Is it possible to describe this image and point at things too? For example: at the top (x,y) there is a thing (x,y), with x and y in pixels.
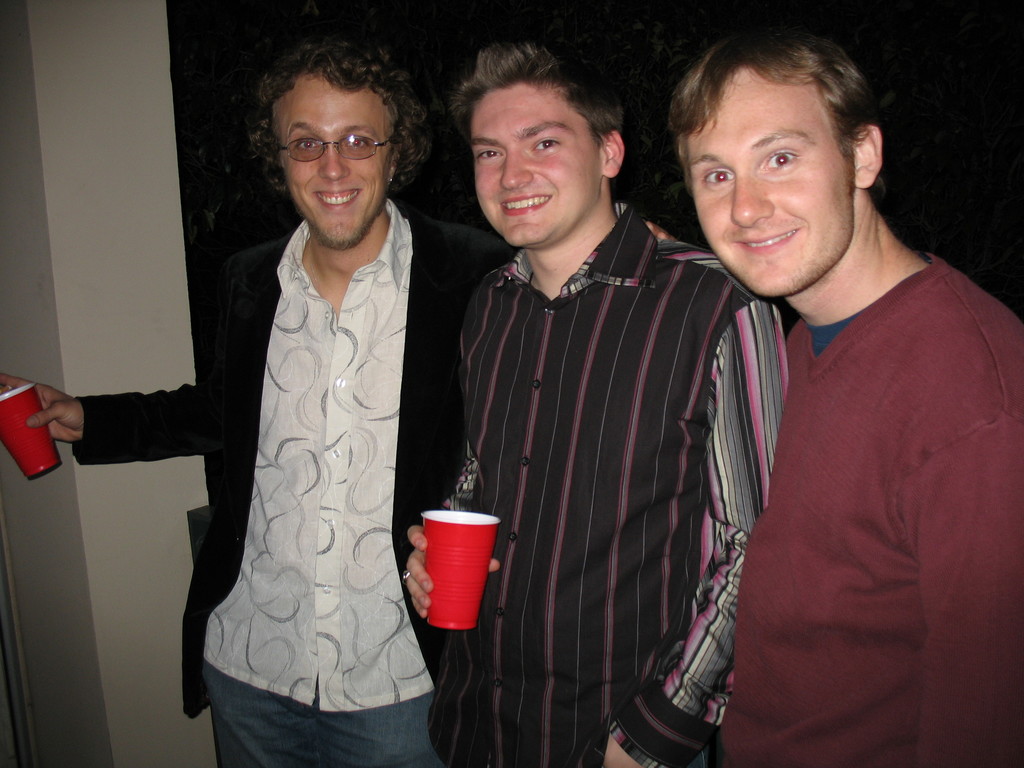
In this image I can see three people (787,164) standing and posing for the picture. I can see two of them are holding glass (469,514) in their hands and the background (980,93) is dark.
